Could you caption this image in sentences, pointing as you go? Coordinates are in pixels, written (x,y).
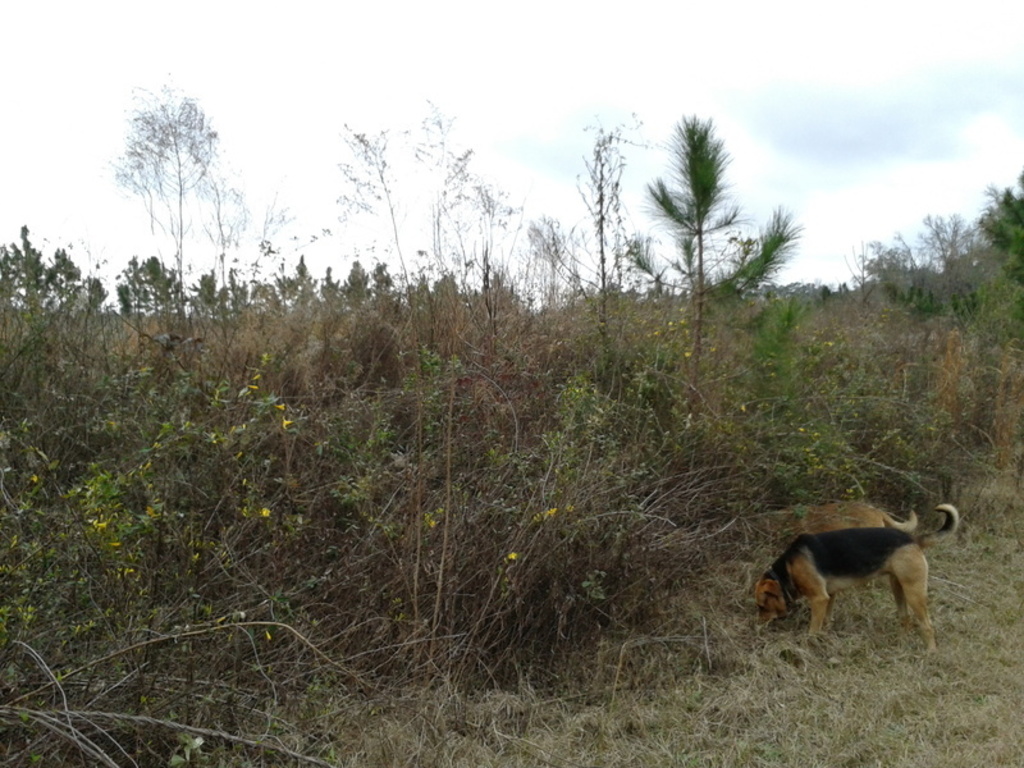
in this image there are two dogs (907,552) on the right side (834,552). In front of them there are plants (629,398). At the top (711,32) there is the sky (702,26). At the bottom (874,721) there is grass (831,724).
